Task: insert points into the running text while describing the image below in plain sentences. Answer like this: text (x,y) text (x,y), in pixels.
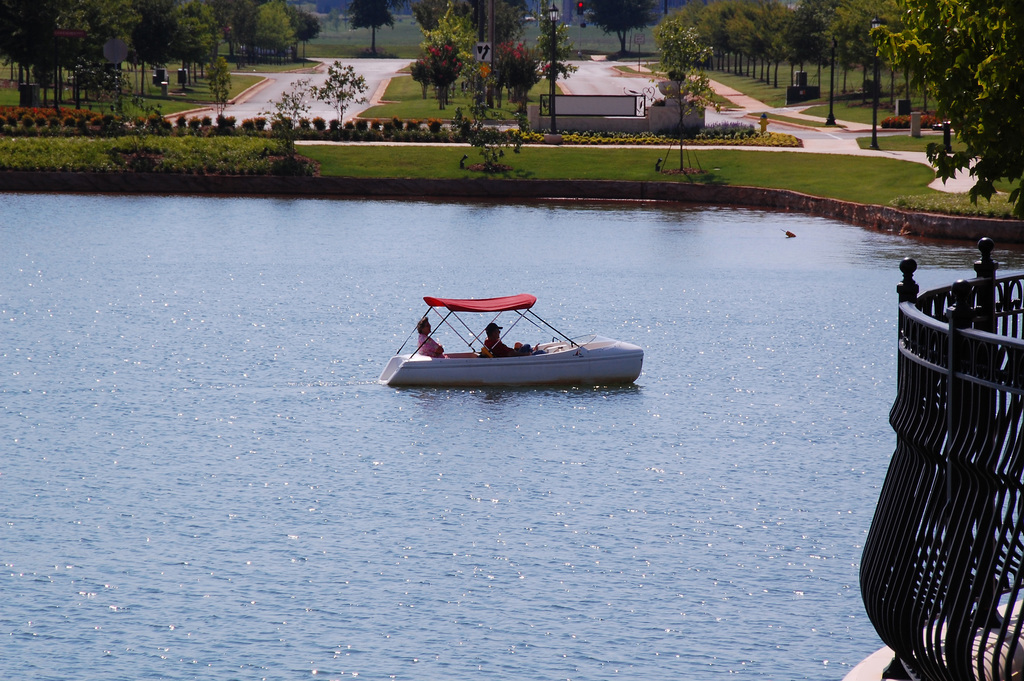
In this image, we can see trees (754,69), boards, a railing (931,293) and poles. In the middle (489,356), there are people (429,345) on the boat (435,375) and there is a bird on the water (367,472).
